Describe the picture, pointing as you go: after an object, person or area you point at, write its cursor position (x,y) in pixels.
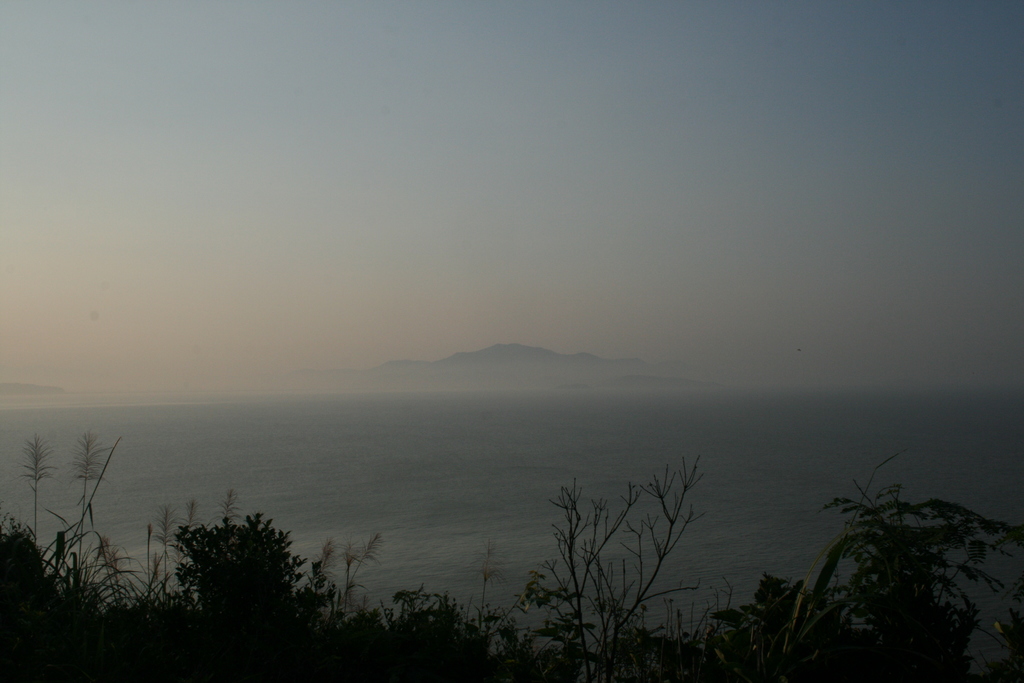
In this image there is the sky (570,202) towards the top of the image (503,163), there are mountains (519,360), there is the sea (634,483), there are plants (715,618) towards the bottom of the image (527,592).
